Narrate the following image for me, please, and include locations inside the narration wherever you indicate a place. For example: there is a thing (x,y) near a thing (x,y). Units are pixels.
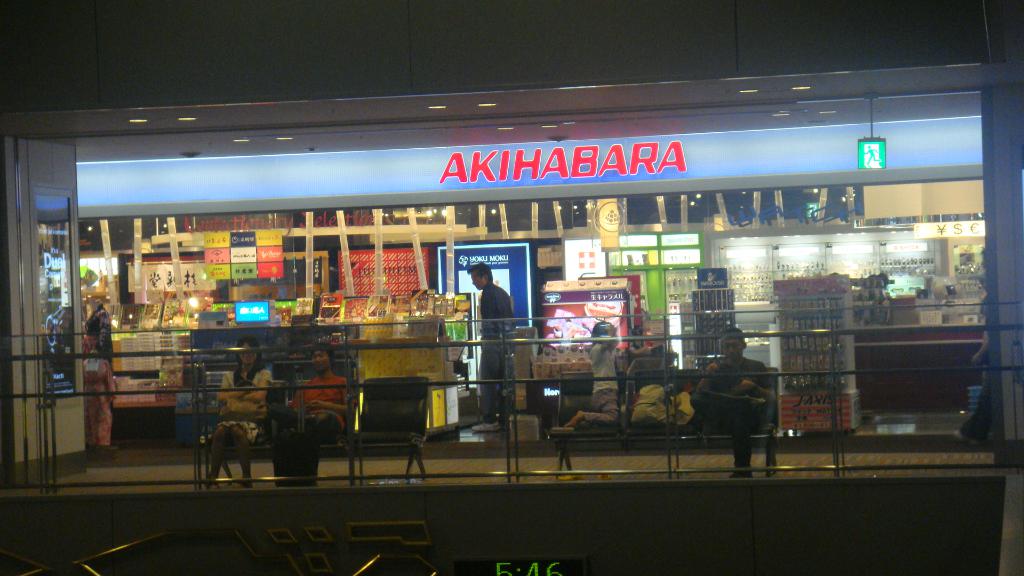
In this image it seems like a store (401,256) in the middle (549,224). In front of the store (449,274) there are two benches (646,423) on which there are few people (241,377) sitting. At the top (549,170) there is a hoarding (733,170) on which there is some text (556,164). In the store (371,260) there are different kind of items (162,306) kept in the trays (137,320). At the bottom (249,505) there is a wall (542,529). On the wall (461,509) there is fence (826,416).
